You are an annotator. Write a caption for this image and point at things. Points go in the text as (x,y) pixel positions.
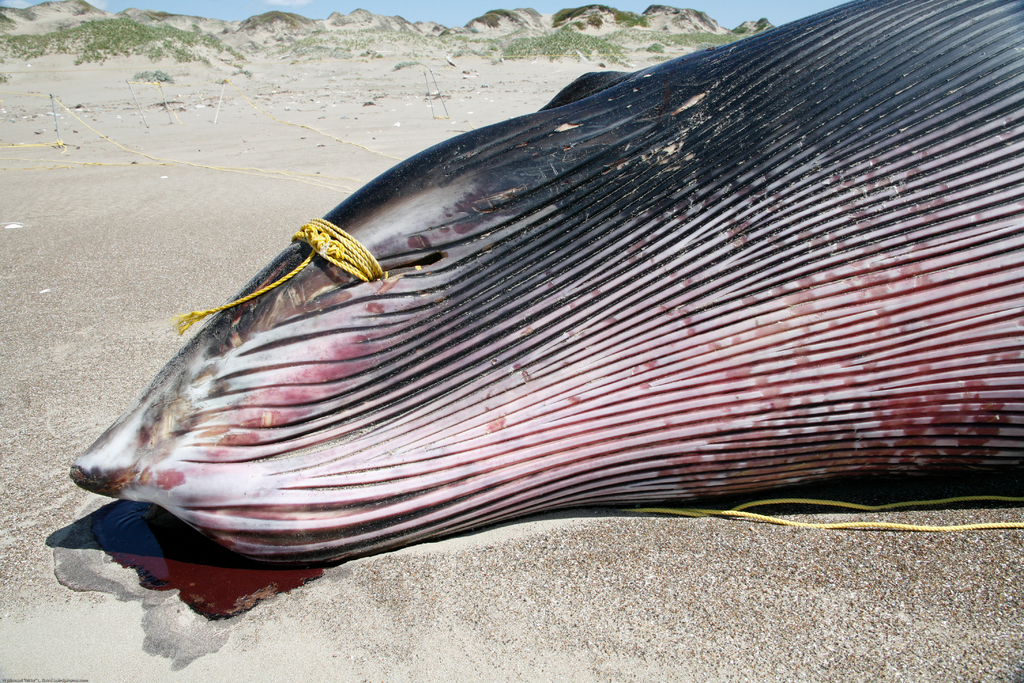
This picture is clicked outside. On the right corner (854,80) there is a marine creature (449,415) seems to be the whale (325,550) lying on the ground (435,642). In the background (189,6) we can see the sky (189,6) and we can see the rocks (767,25) and some grass (89,30).
